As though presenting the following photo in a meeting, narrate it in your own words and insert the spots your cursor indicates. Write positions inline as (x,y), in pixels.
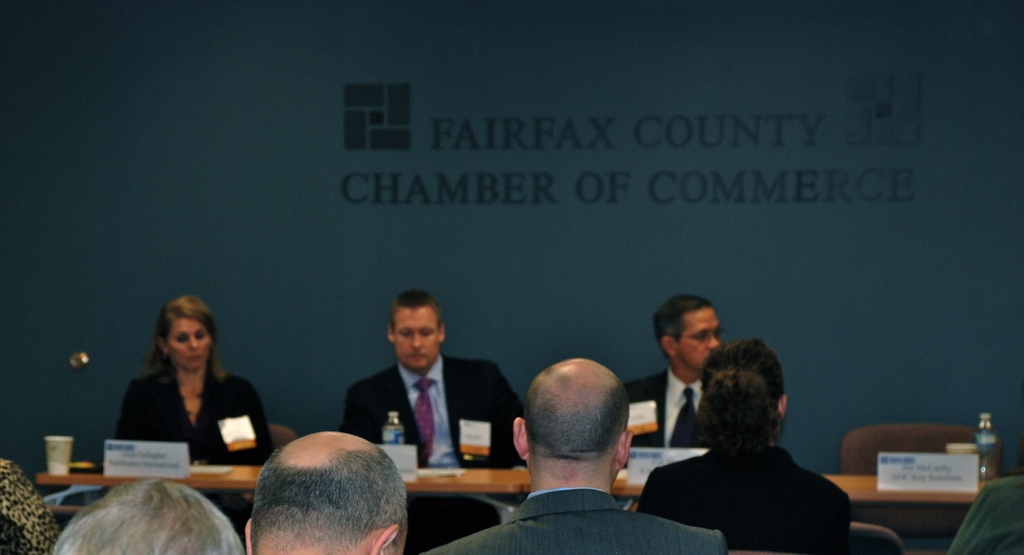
In this image I can see few people (416,396) are sitting on chairs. I can see all of them are wearing formal dress (793,510). I can also see a table (621,490) and on it I can see few boards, a glass (46,437), a bottle (979,453) and on these boards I can see something is written. In the background (549,112) I can see something is written over here.
